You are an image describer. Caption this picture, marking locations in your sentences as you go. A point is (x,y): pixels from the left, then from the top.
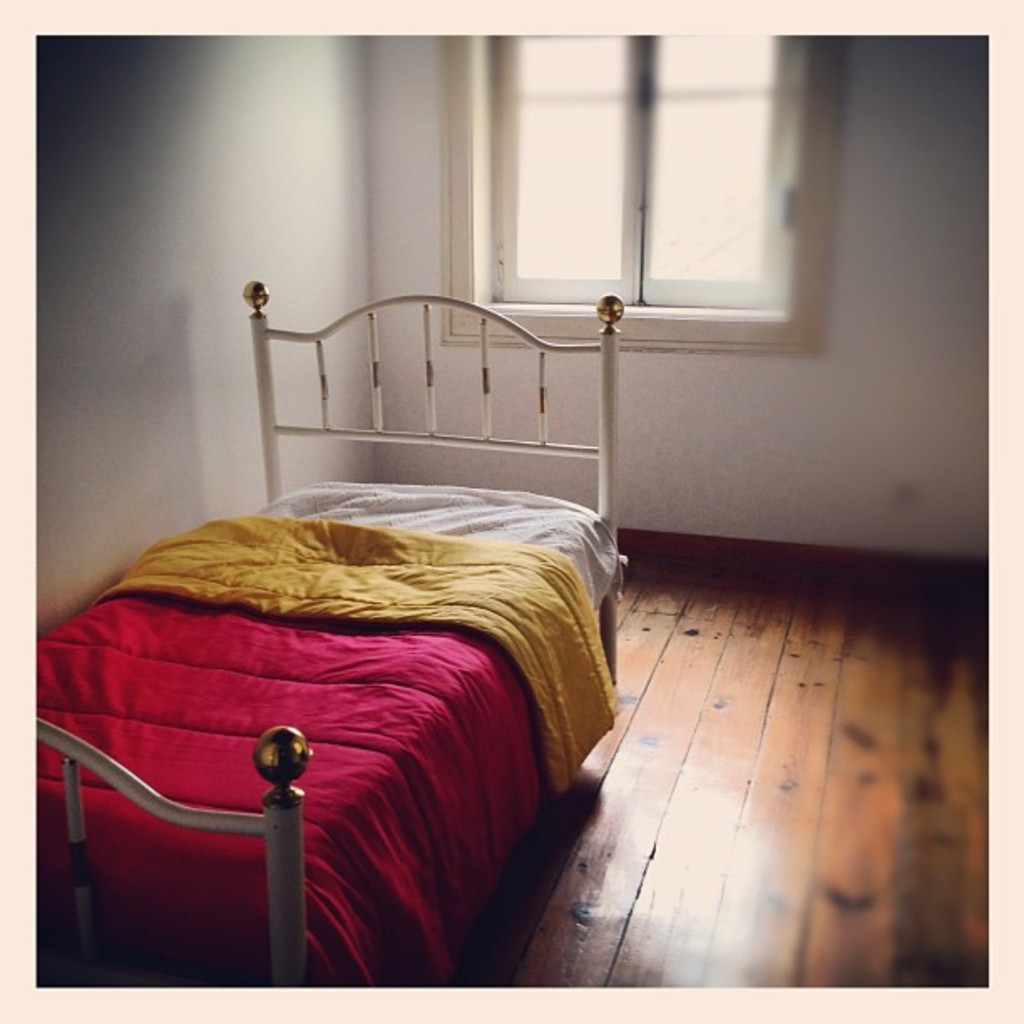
This is an edited picture. I can see a bed (390,489) with blankets (223,588), and in the background (561,393) there are walls (390,179) and a window (558,144).
